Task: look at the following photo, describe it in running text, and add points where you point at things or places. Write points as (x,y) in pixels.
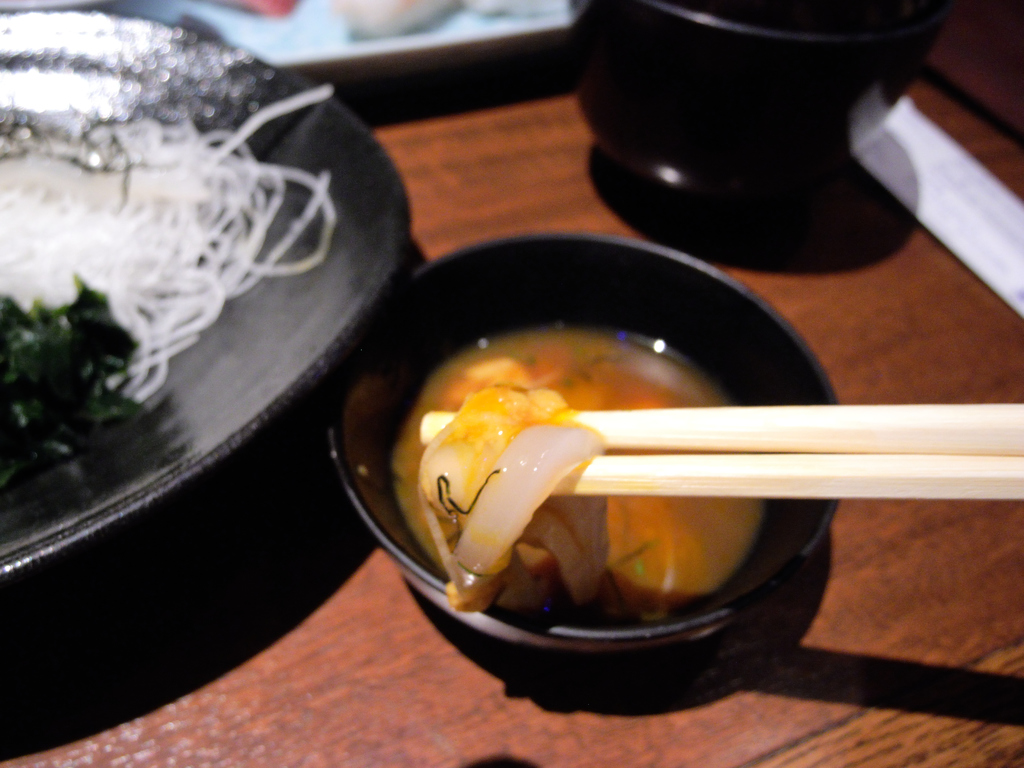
In this image, we can see food (173,309) in the plate (156,305) and bowl (510,456). Here there is a wooden surface (603,722) and chopsticks (655,440) with food (556,447). At the top of the image (837,123), we can see few object (719,108).
